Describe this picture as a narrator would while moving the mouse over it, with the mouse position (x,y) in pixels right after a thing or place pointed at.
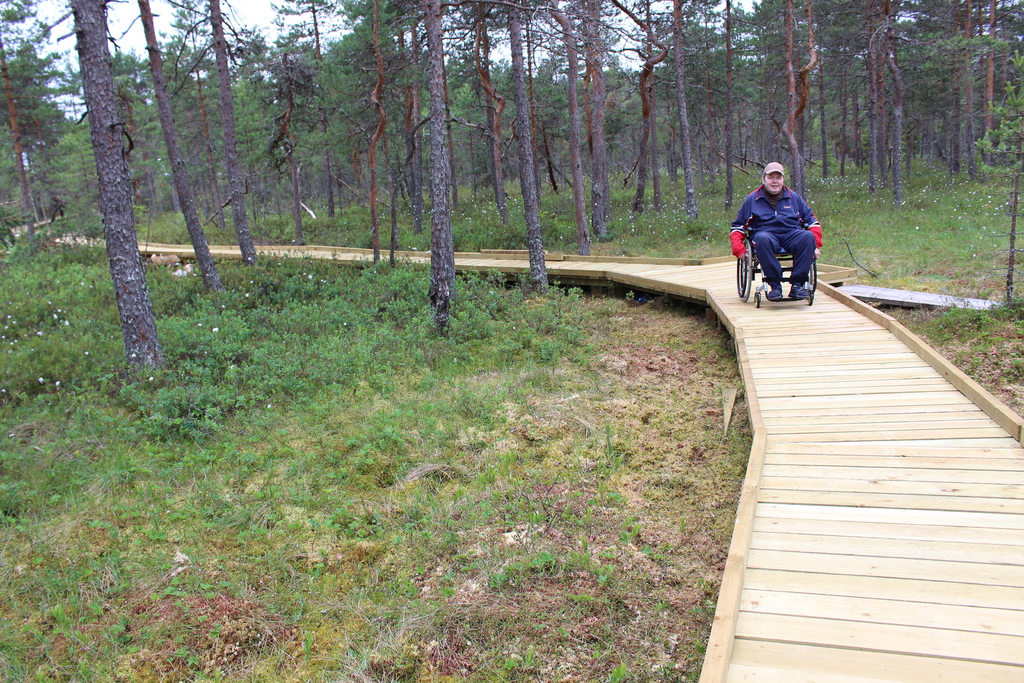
In this picture there is a man (792,209) who is wearing jacket (784,214), trouser (809,251), gloves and shoe (791,291). He is sitting on the wheelchair (788,272). Here we can see wooden road (782,302). On the bottom left (85,553) we can see grass (289,439) and plants (167,359). In the background (514,65) we can see trees (418,105). Here it's a sky (261,15).
